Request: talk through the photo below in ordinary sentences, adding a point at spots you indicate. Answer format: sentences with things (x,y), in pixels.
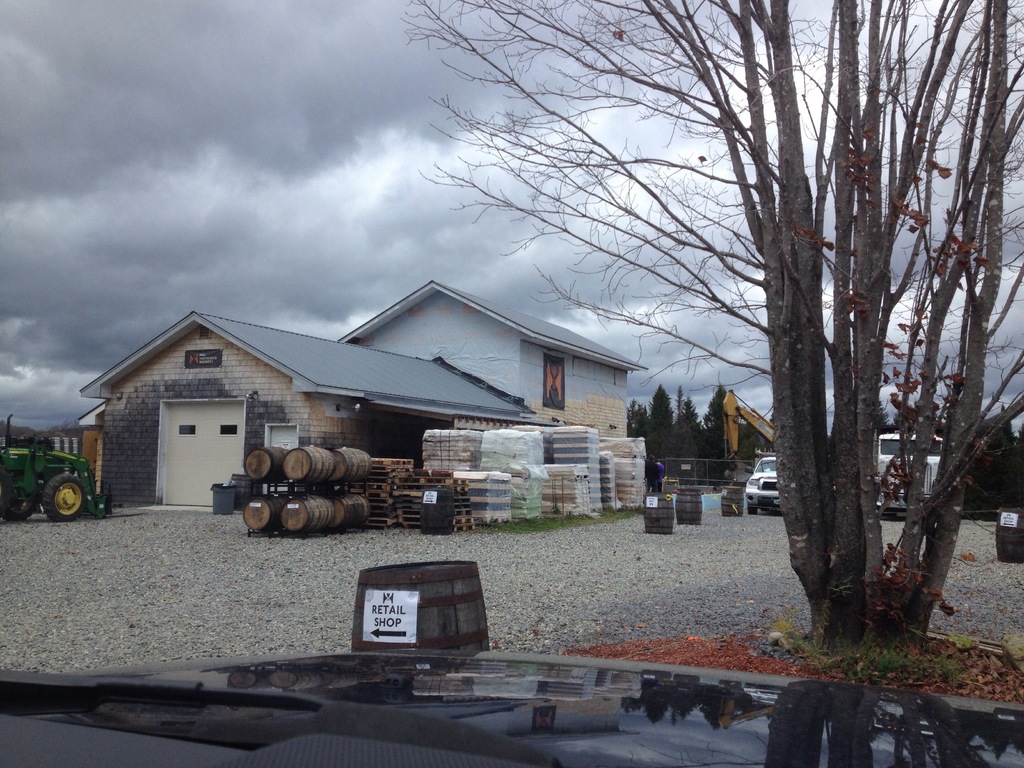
In front of the image there is bonnet (606,735) of a vehicle (478,731), in front of the bonnet (377,683) there is a dried tree (793,393) with branches (783,103), on the surface (361,551) there are stones (225,556) and there are barrels (267,464), tractor (25,490), cars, crane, a building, trash can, wooden objects (441,472), behind the building (89,427) there are trees (660,440) and there is a metal rod mesh fence (675,485), in the sky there are clouds (60,183).
